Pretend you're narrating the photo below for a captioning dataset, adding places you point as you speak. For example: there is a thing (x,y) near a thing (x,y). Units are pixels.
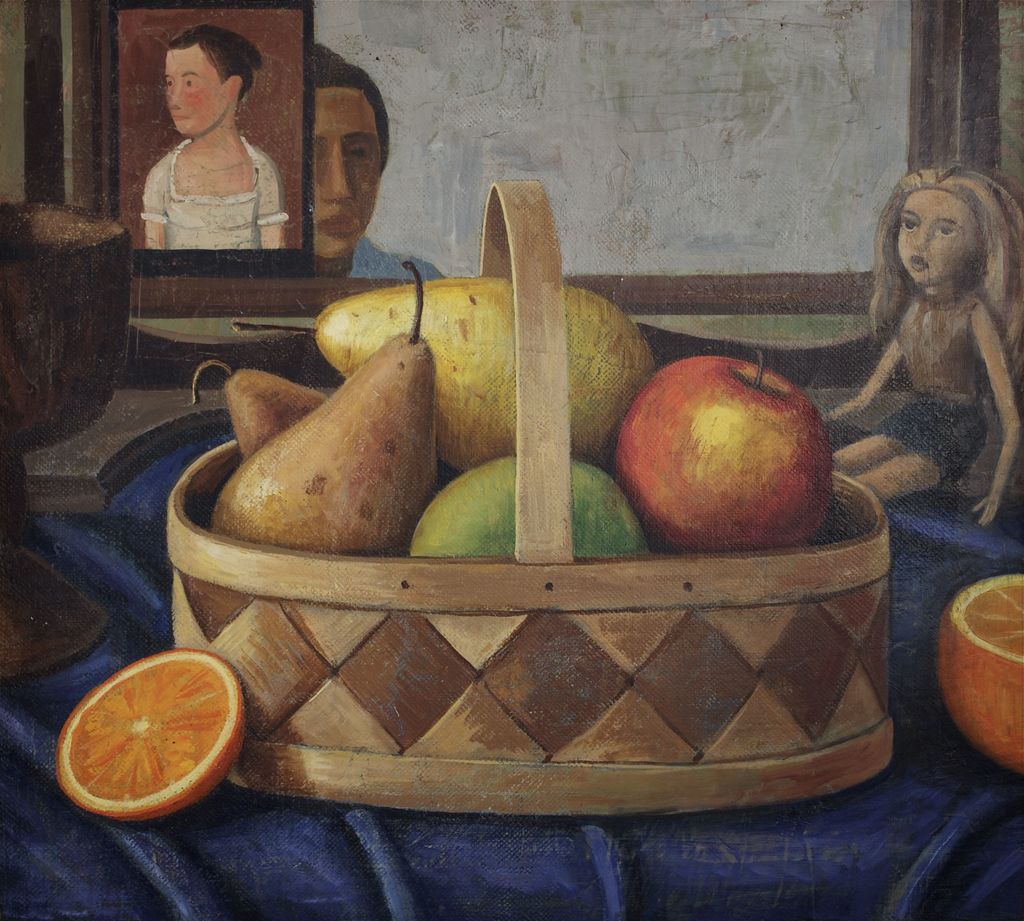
This picture looks like a painting. On the table (983,764) we can see wooden basket (652,734) and oranges (157,750). In the basket (625,591) we can see apples (640,471), mango (601,400) and other fruits (358,443). On the left (286,13) there is a picture (196,179) of a girl (182,166). Here we can see a doll (966,457) and a photo frame (178,254).
